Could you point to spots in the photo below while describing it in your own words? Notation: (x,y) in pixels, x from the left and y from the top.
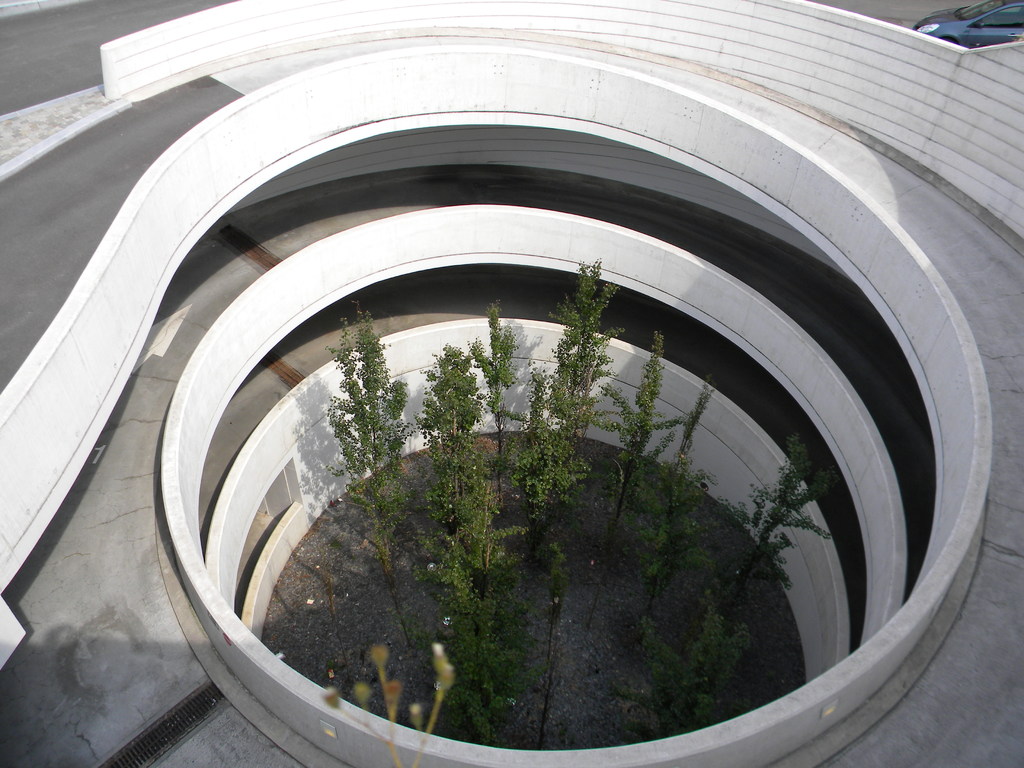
In this picture there are plants (388,482) and it looks like a ramp (94,555). At the top right (1022,16) there is a vehicle (938,13).
